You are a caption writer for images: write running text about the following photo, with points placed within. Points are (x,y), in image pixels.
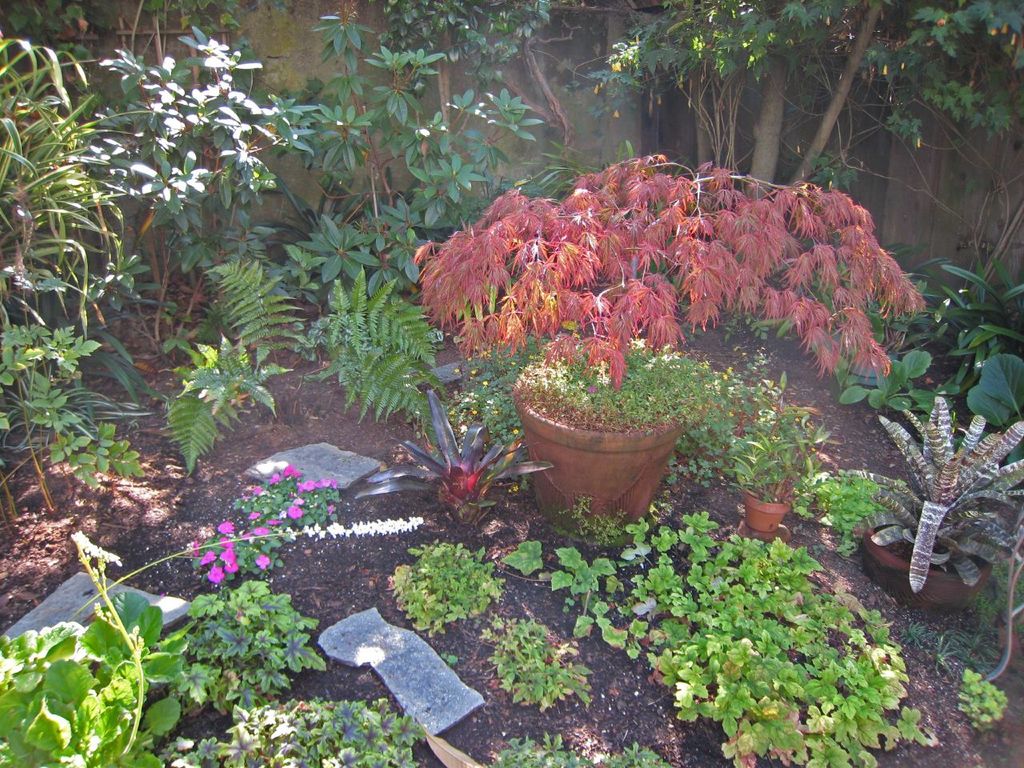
In this picture we can see plants (695,239), pots (888,587) and flowers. In the background of the image (279,73) we can see wall (279,73).
